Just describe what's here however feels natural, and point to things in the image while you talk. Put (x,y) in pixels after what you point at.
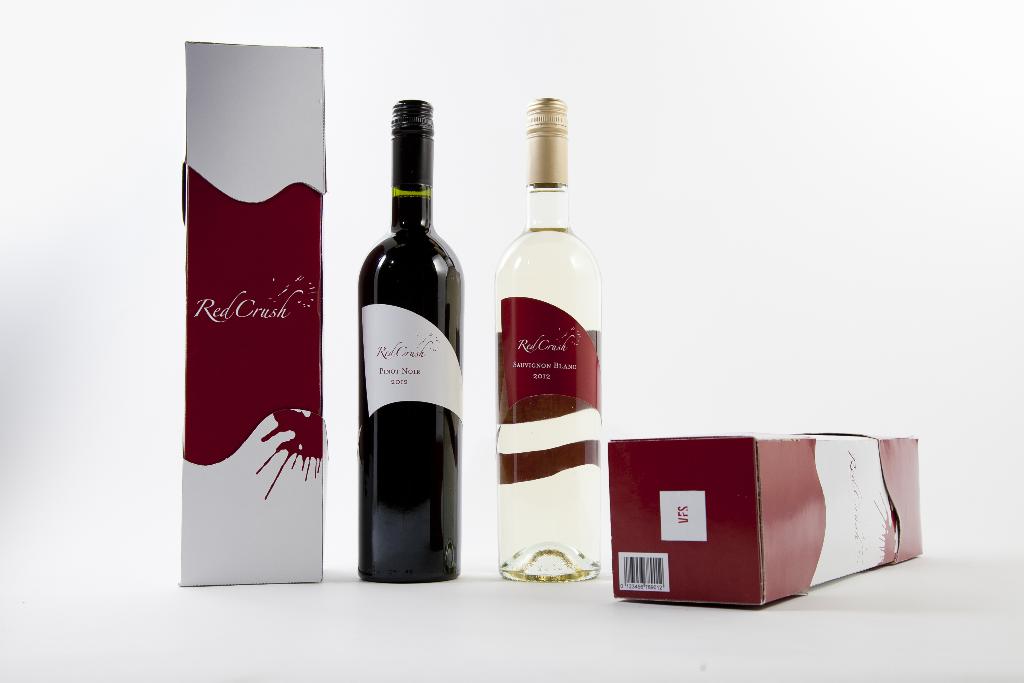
In this image there are two bottles (530,313) and two packets (286,113). One bottle (376,276) is black in color another is transparent.
